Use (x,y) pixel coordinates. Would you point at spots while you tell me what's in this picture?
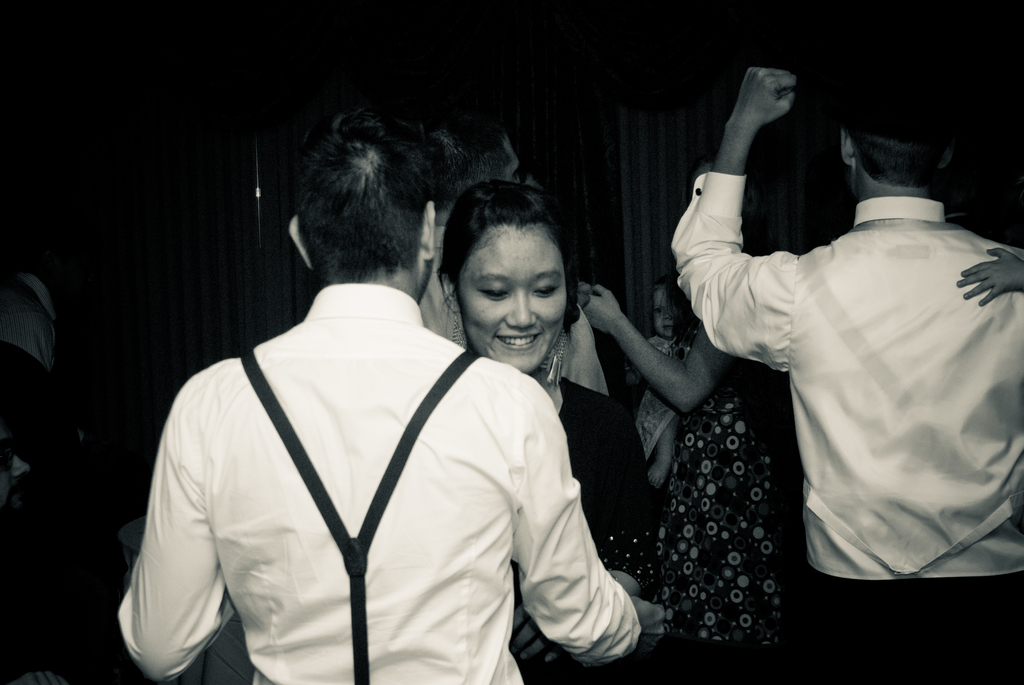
In this image, we can see a group of people (454,449) are standing. Here we can see a woman (544,366) is smiling. Background (678,394) we can see a human (691,386) is carrying a baby (663,421). here we can see curtains (609,232).
